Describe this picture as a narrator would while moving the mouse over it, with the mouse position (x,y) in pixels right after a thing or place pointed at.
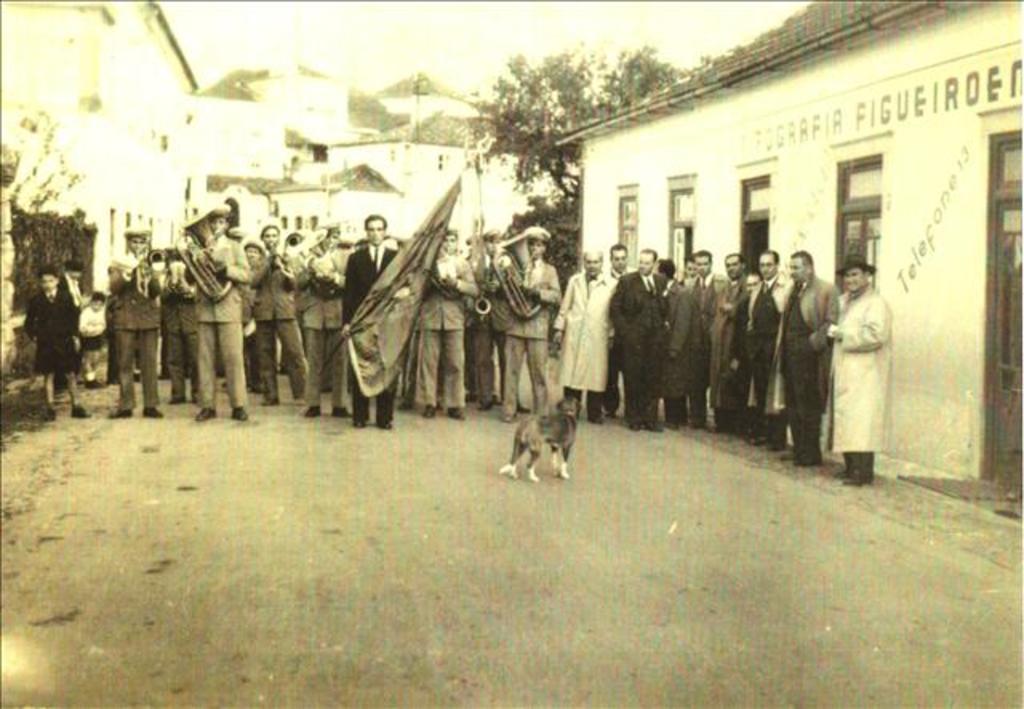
In this image we can see a group of people (642,426) standing on the road (639,503). In that some are holding the flags (406,316) and trumpets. We can also see a dog (520,427) in front of them. On the backside (497,174) we can see some houses (595,222) with roof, windows (674,232) and a name board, some trees (572,215) and the sky (473,52).
